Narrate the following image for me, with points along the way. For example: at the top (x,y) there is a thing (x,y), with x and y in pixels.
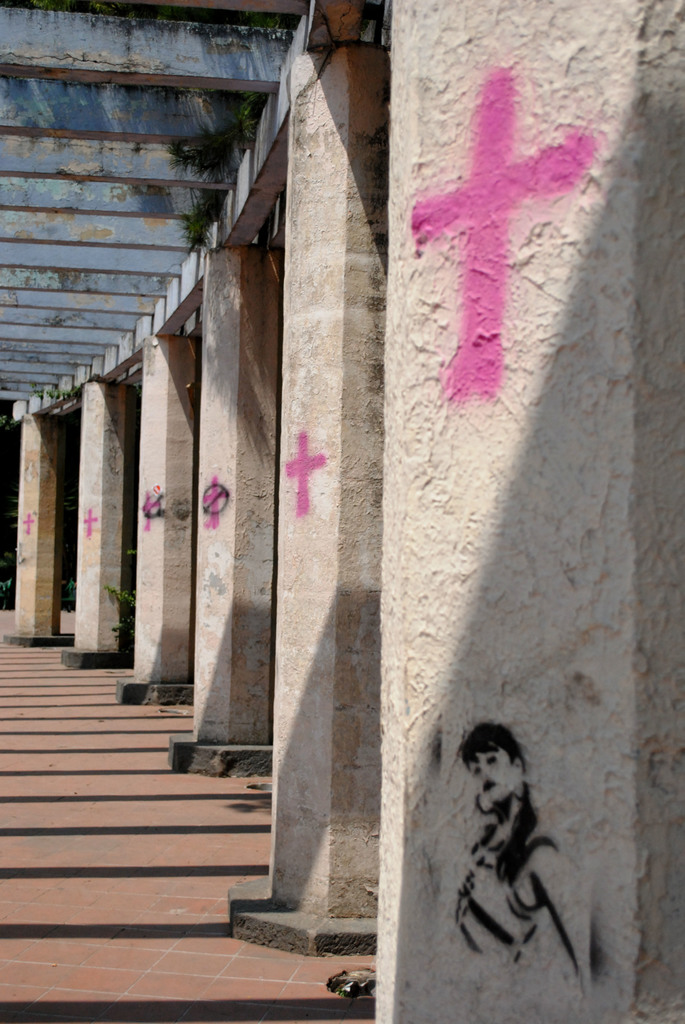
In this picture we can see pillars (645,188) on the right side (537,571), at the bottom (129,891) there are some tiles (96,734), we can see Christianity symbols (463,212) on these pillars (305,476).
